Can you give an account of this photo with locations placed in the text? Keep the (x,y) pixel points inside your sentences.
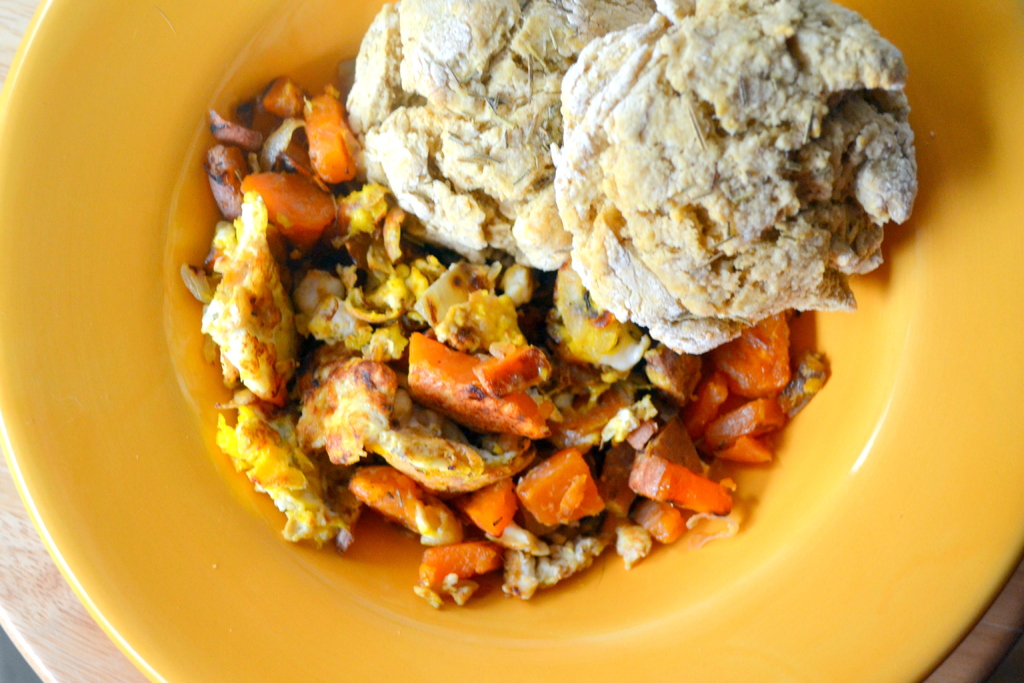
In this image I can see a yellow colour plate (693,638) and on it I can see different types of food (365,192). I can see colour of food (410,446) is white, orange and yellow.
